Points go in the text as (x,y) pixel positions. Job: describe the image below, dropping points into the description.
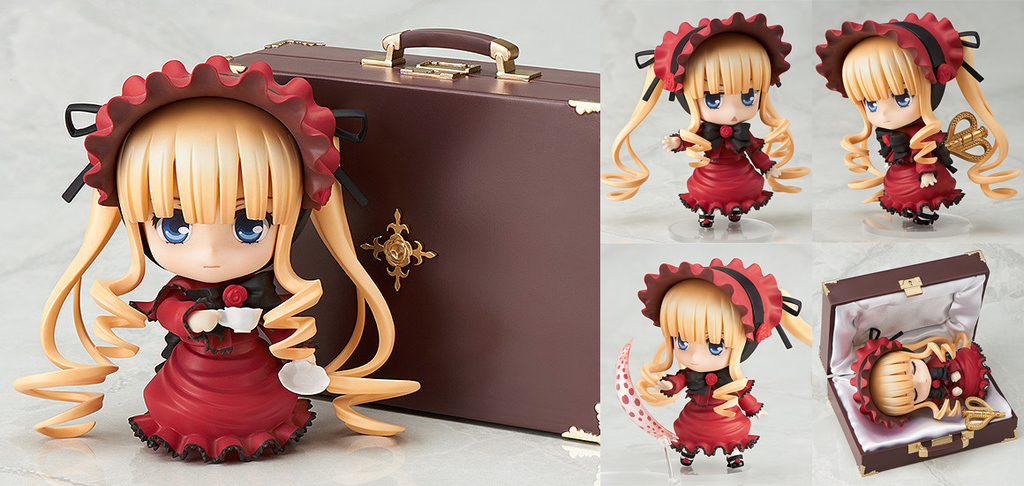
This is a collage. On the first image there is a doll (156,247). Behind that there is a suitcase (527,192). On the other image there are dolls (782,179) and a suitcase (846,302). Inside that there is a doll (933,382).
